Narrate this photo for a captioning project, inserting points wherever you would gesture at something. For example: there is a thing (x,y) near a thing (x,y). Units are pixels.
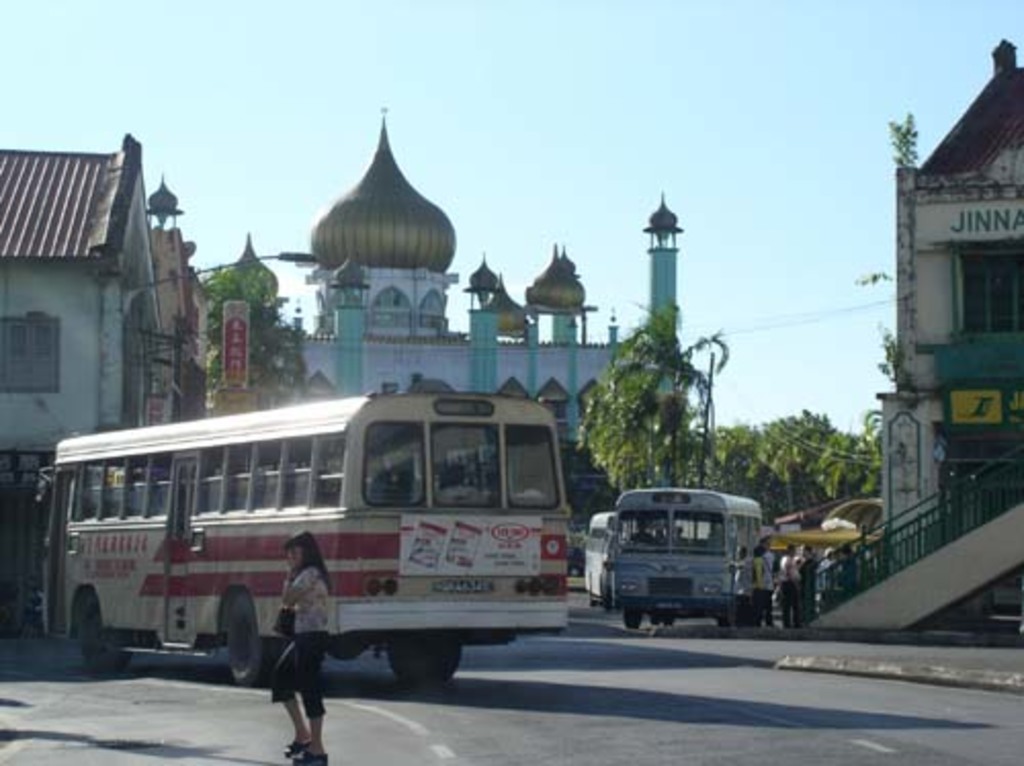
In this image we can see the mosque (470,366) and we can also see the buildings (938,428) and also trees (646,380) and a hoarding (241,375). We can see the buses (495,631) passing on the road (533,691). We can also see a woman (322,691) walking. At the top (422,26) there is sky (492,49). We can also see the fence (902,529).
